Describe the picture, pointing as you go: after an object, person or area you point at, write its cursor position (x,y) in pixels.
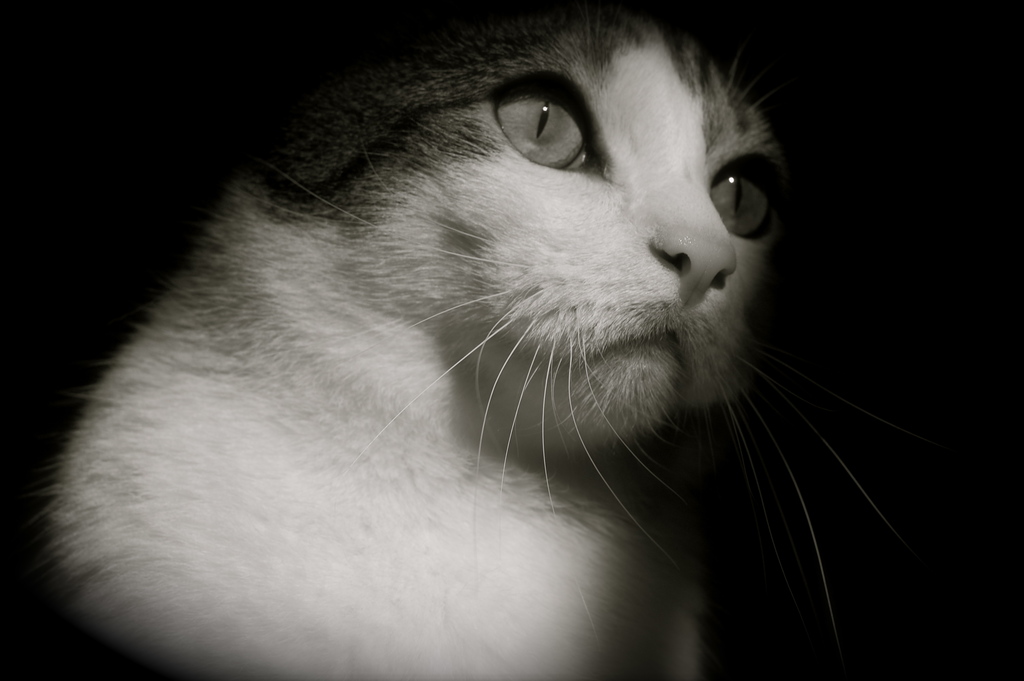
It is the black and white image in which we can see there is a cat (514,327) in the middle (514,327).
